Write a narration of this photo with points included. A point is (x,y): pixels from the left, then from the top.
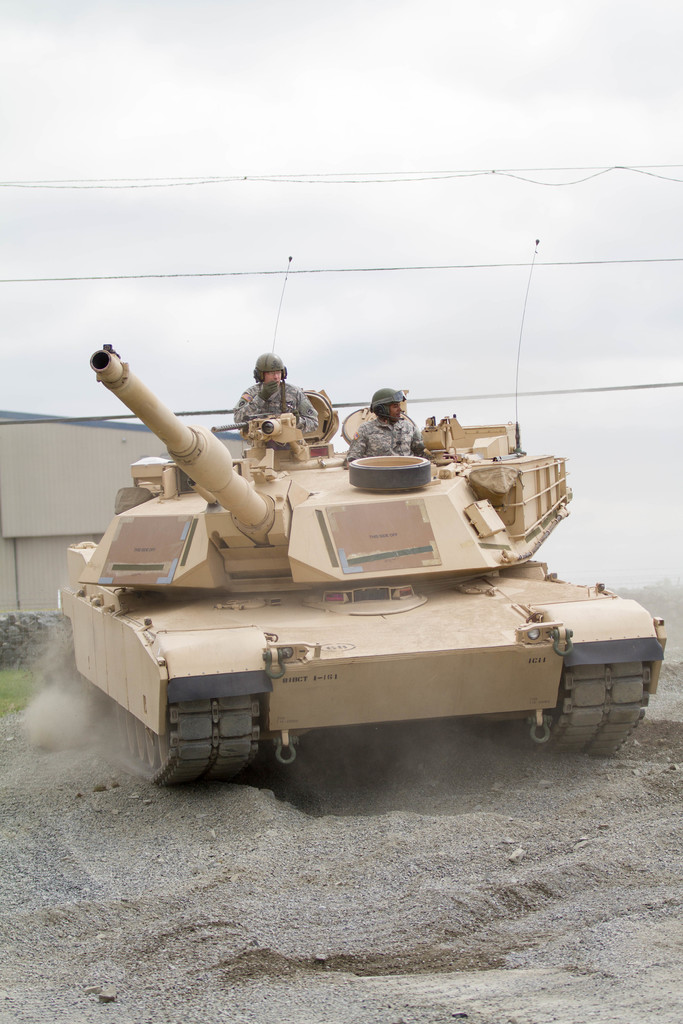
In this picture we can see a tank (162,761) on the ground (121,775), on this tank (424,677) we can see two people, here we can see a wall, grass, wires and some objects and in the background (243,225) we can see it is white color.
